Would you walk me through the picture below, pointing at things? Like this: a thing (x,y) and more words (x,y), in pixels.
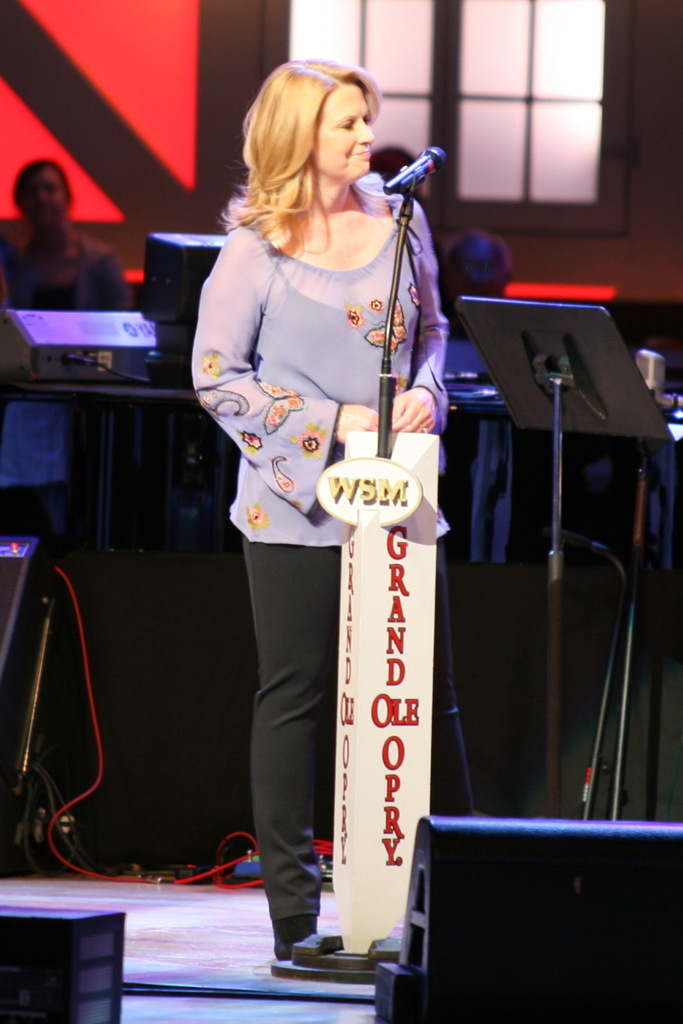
In the picture we can see a woman (415,382) standing near the microphone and smiling and in the background (65,431), we can see some musical instruments (31,377) and some people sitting near it and behind them we can see a wall (209,180) with a window (579,130).
